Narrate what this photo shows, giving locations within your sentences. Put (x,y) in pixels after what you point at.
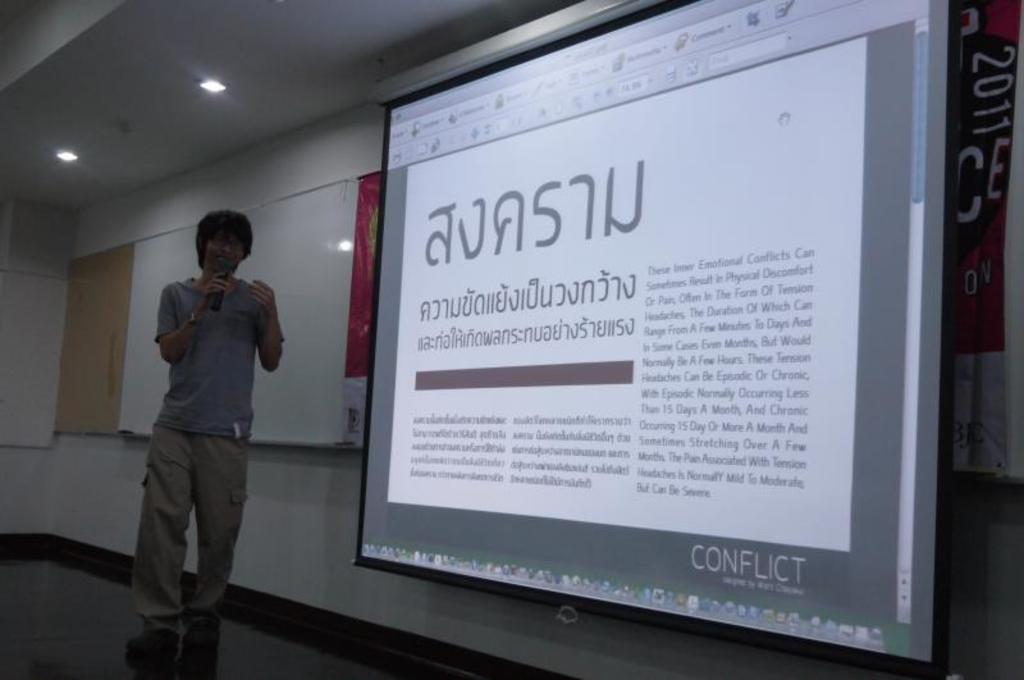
In this picture we can see a person (151,572) standing on the floor (101,591), he is holding a mic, beside this floor (116,594) we can see a wall (254,560), projector screen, lights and some objects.
